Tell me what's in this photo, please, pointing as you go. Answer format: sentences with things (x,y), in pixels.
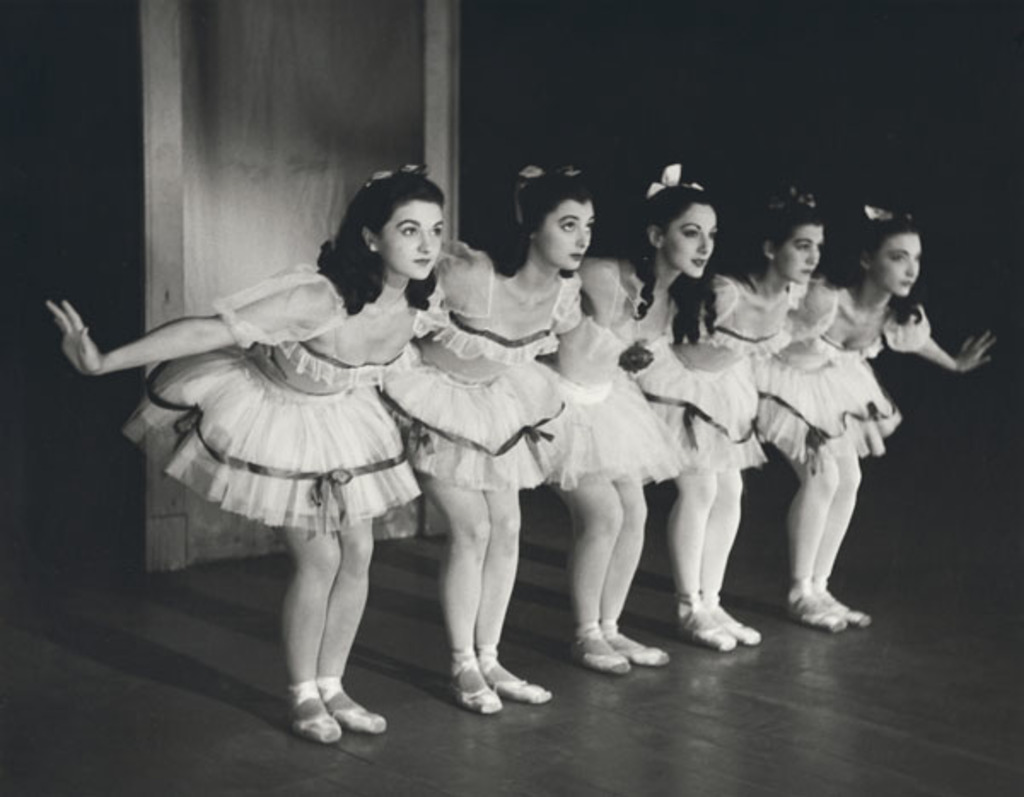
In this image we can see a group of people (732,372) are dancing on the stage (419,551). There is a wooden object (353,119) in the image.
